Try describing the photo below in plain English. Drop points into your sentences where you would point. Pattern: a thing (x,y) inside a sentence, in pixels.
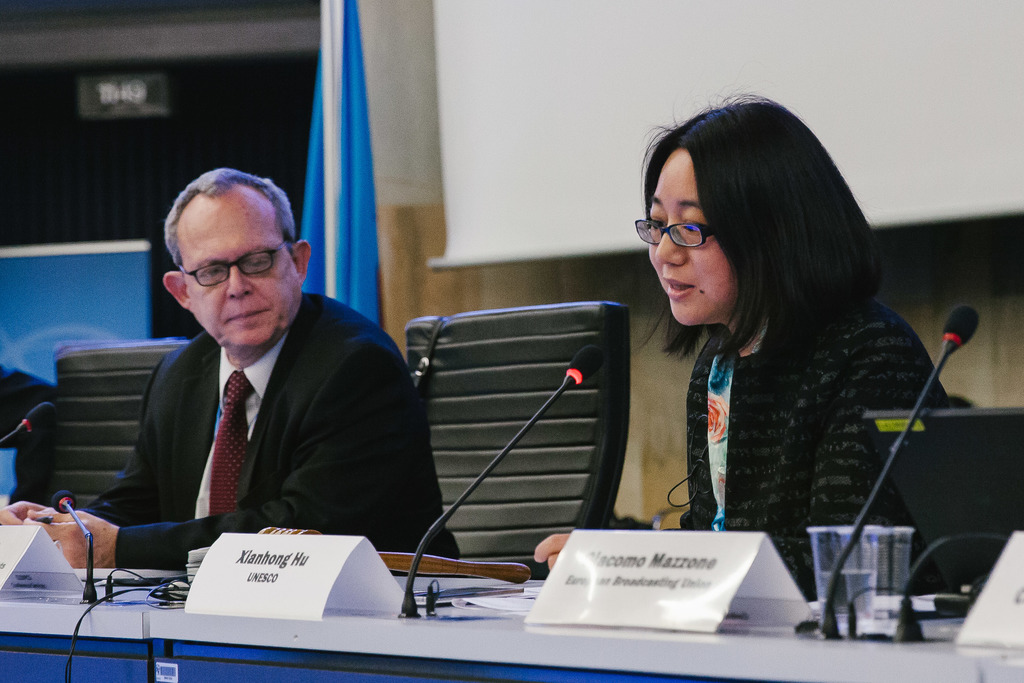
On the right (888,390) there is a woman (888,363) who is wearing spectacle (673,225) and black dress (854,389). She is sitting on the chair (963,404). Beside her we can see old man (296,269) who is wearing spectacle (229,266) and suit (275,437). Both of them are sitting near to the table (696,649). On the table (684,652) we can see water glass (858,597), name plates (50,550), mic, cables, files (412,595) and other objects (873,430). Behind them we can see flag (333,160) near to the projector screen (516,187). On the top left corner (149,91) there is a sign board (147,106).
